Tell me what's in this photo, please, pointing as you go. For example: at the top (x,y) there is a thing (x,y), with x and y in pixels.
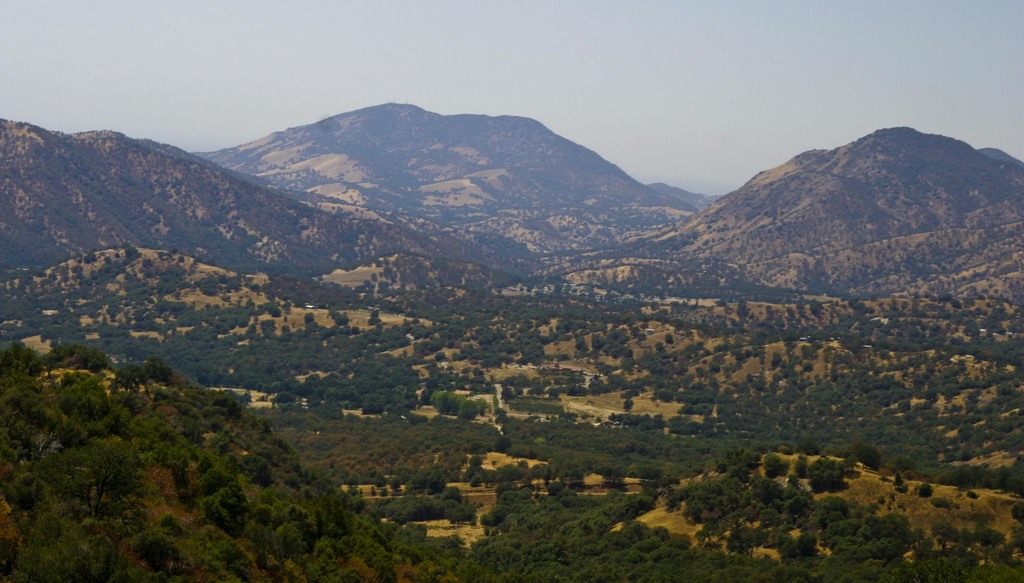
In this image I can see mountains (425,152), trees (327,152) and sky (915,124).
